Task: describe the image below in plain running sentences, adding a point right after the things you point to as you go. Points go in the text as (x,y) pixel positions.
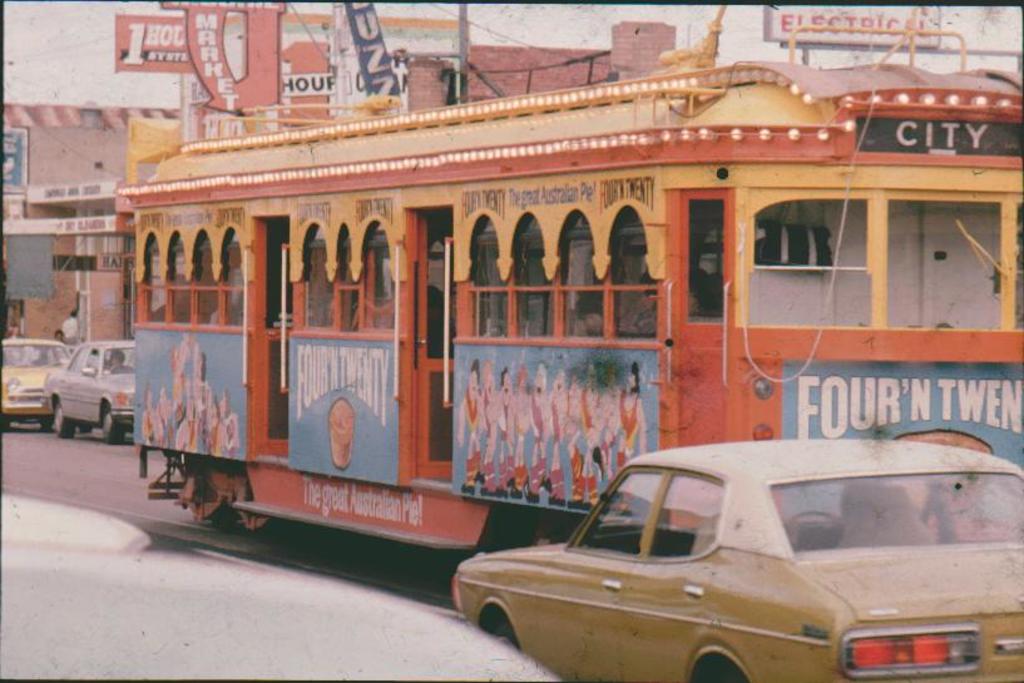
In this image in the center (410,424) there are some vehicles (746,226), and in the background (24,156) there are some buildings (62,151) and boards (24,156). On the boards (266,23) there is text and some persons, at the bottom (180,548) there is a road (50,472).
